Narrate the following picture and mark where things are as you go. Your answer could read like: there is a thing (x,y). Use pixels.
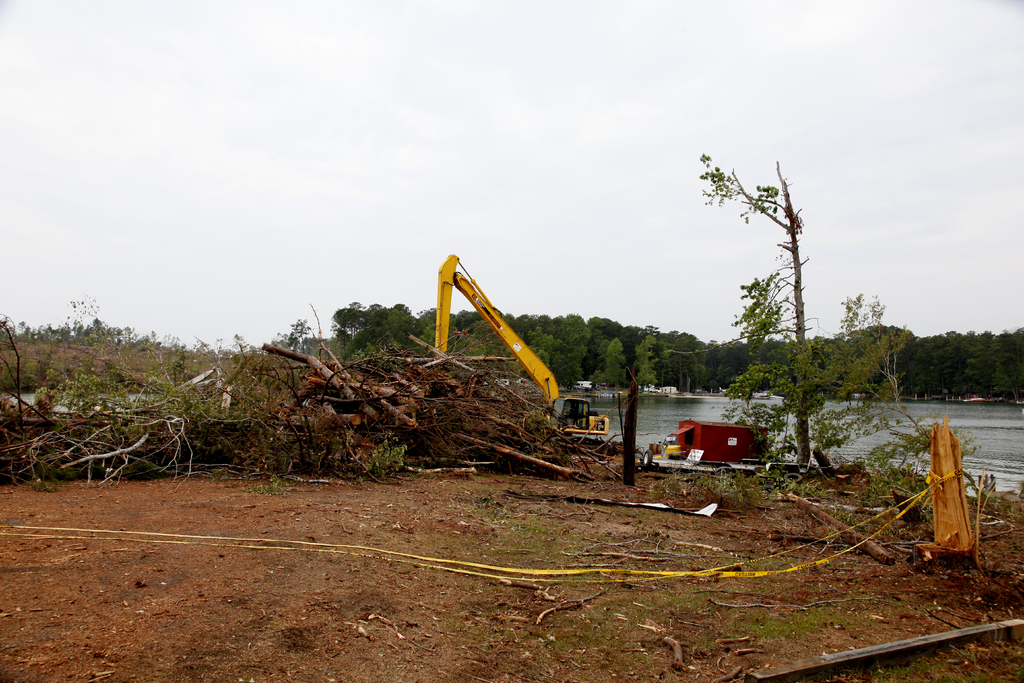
There are two yellow color threads (475,566) tied to a wooden pole (943,468) which is on the ground (958,581) and there is grass (567,627) on the ground (583,651). In the background (470,425), there are woods (222,401), an excavator (582,416), there is water (874,436), there are trees (808,375) and there are clouds (657,117) in the sky (616,38).
